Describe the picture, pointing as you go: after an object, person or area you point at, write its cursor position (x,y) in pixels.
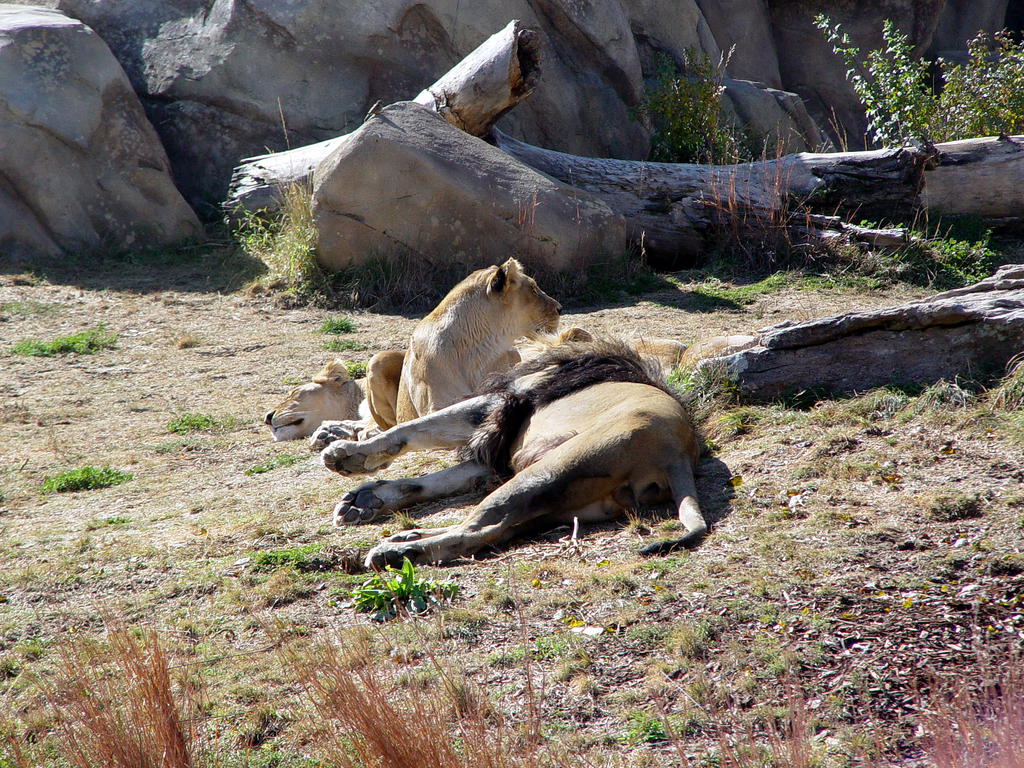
In this image, I can see the lions (555,401) laying on the grass (273,489). At the top of the image (384,71), I think these are the rocks (561,194) and the tree trunks (811,181). I think these are the plants (971,107), which are behind a tree trunk (994,163). At the bottom of the image (407,717), these look like the dried grass (630,749).
